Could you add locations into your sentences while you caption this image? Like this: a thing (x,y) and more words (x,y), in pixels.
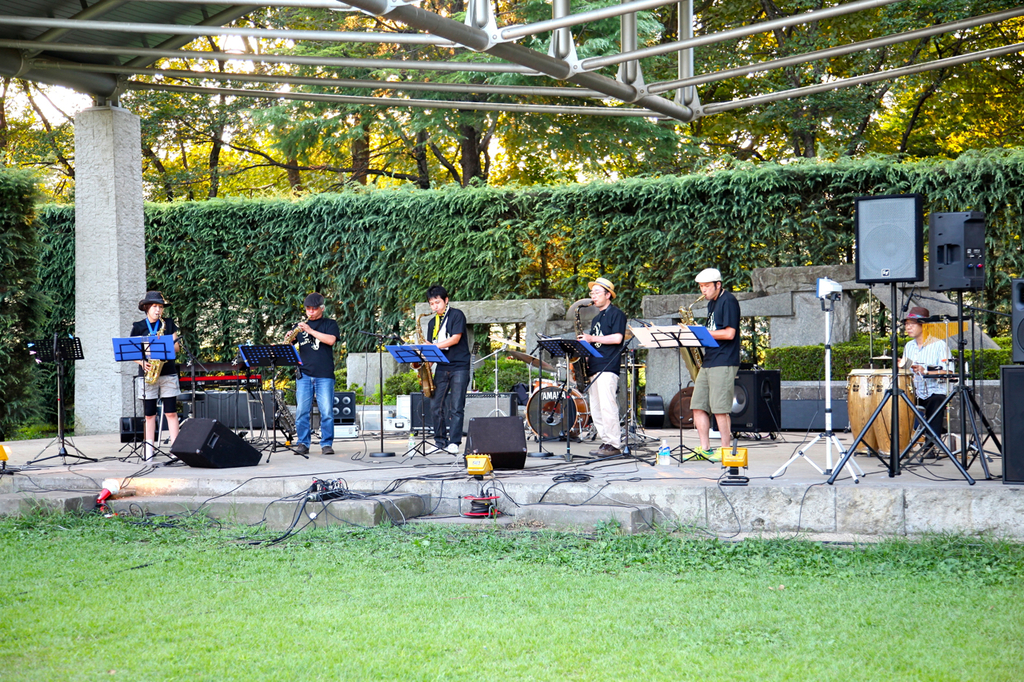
In this image i can see few people (437,314) standing and holding musical instruments (419,326) in their hands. In the background (333,267) i can see trees (352,208) and sky (68,101).
